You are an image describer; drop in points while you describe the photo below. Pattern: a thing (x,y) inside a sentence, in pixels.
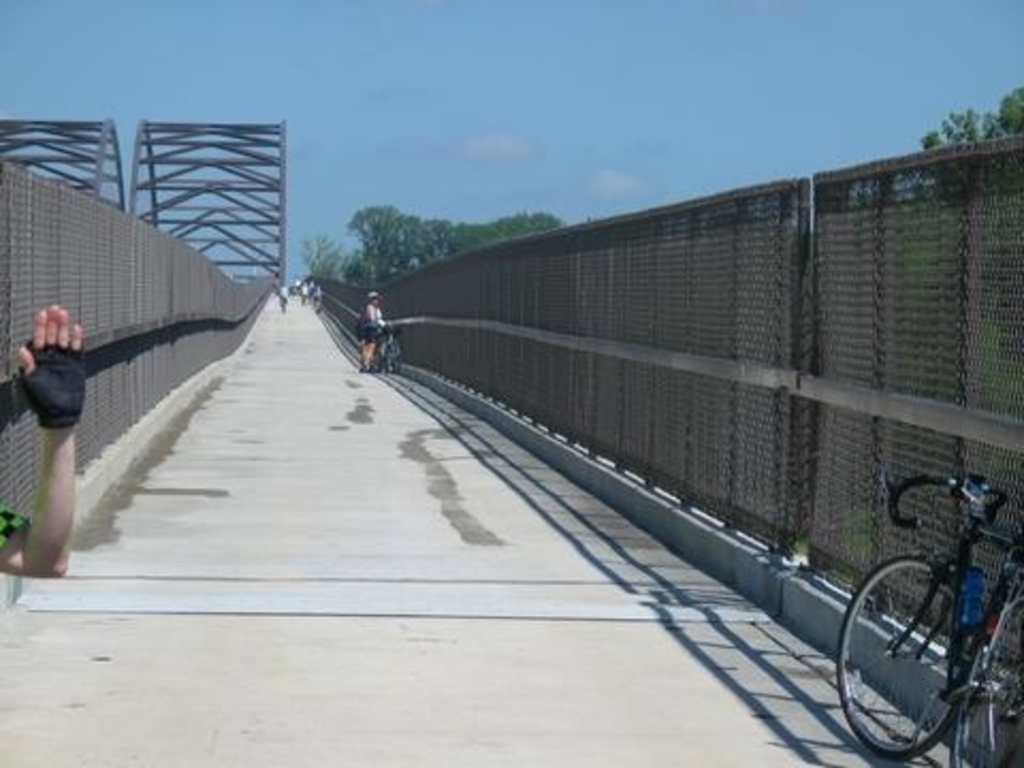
There are few persons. Here we can see a bicycle (997,625), fence (396,294), and trees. This is a road (321,443). In the background (418,100) there is sky (719,100).
